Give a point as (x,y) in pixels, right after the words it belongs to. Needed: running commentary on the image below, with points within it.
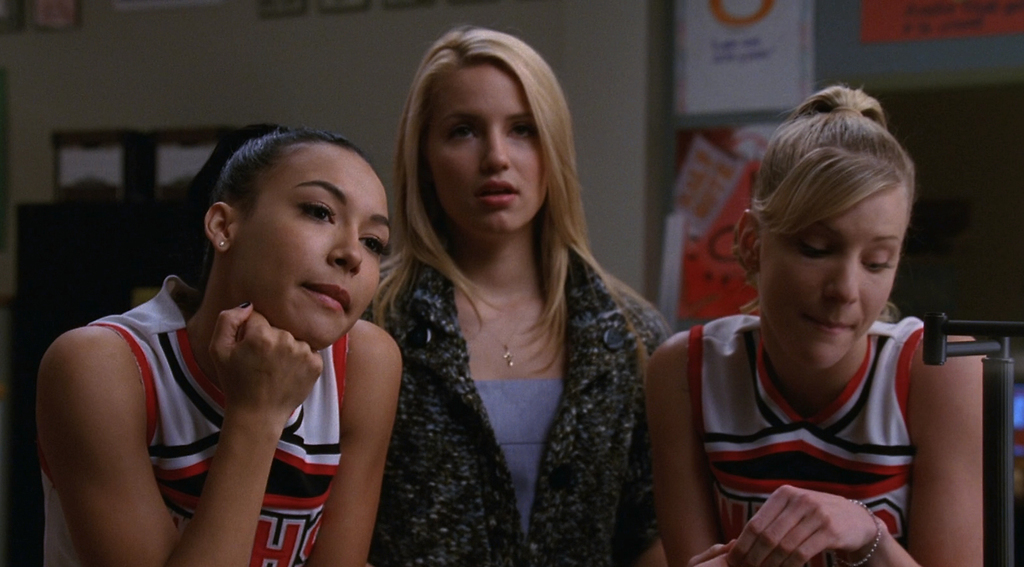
In the center of the image (513,360), we can see people (569,307) standing and in the background (111,61), there are posters (728,49) placed on the wall (604,59) and frames (45,21) are also there and we can see some other objects (91,262).
